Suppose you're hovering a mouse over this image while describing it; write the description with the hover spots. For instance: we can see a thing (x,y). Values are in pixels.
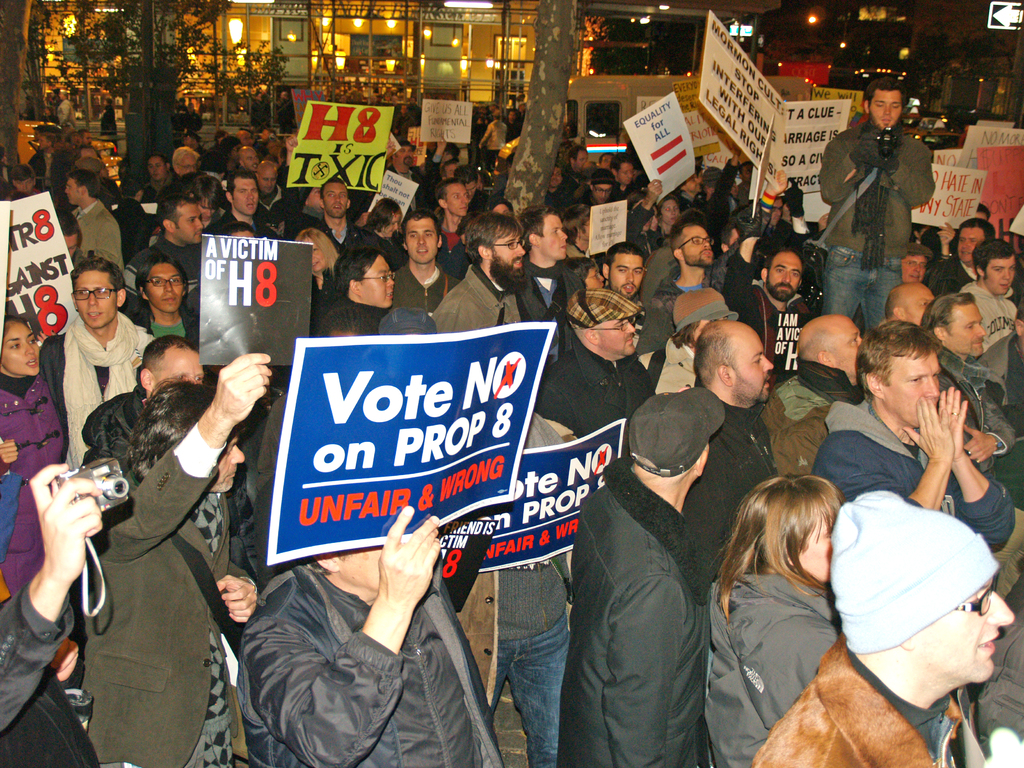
In this picture we can see some people (689,380) standing in the front (487,248), a person (54,691) on the left side (85,526) is holding a camera (94,494), some of these people (435,150) are holding boards (452,383), we can see a tree (530,113) here, in the background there are some lights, a man (875,206) on the right side (875,206) is holding a camera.
